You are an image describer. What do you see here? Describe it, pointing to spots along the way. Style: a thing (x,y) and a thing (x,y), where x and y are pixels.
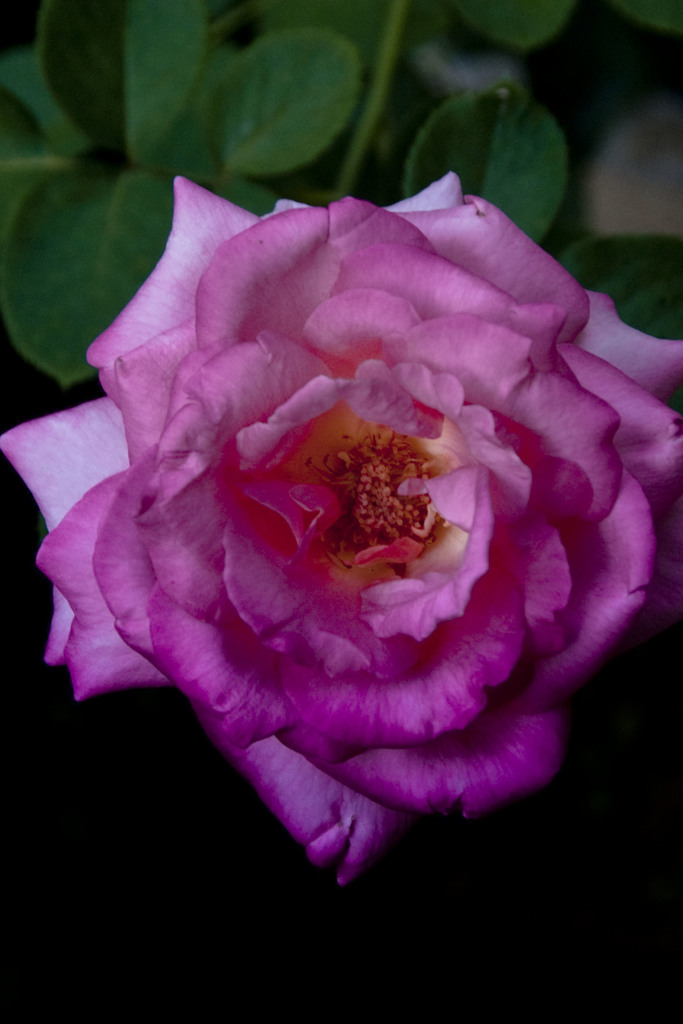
In the foreground of this image (466,460), there is a pink color flower (456,478) and at the top (335,96) there are leaves (281,112).
